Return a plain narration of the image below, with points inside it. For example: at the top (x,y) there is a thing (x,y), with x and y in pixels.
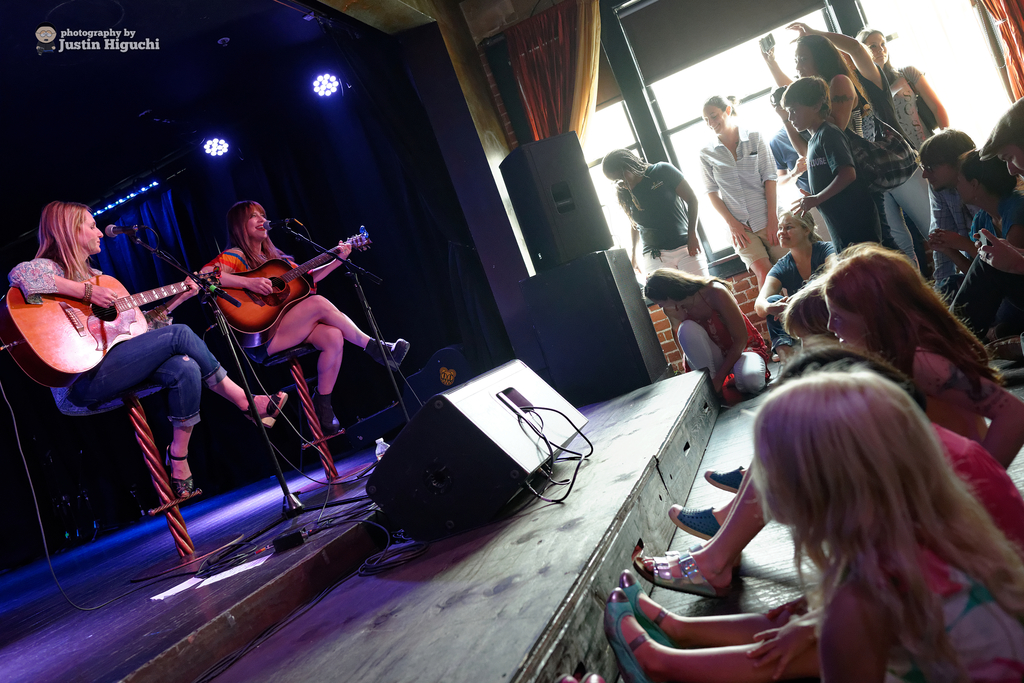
Here we can see two women (93,383) sitting on chairs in front of a mike (373,323) and playing guitar (90,316). This is a platform (343,552). here we can see few persons (754,136) standing. These are windows (622,114) and curtains (516,71). these are speakers (556,235). Here we can see few persons (825,469) sitting.
